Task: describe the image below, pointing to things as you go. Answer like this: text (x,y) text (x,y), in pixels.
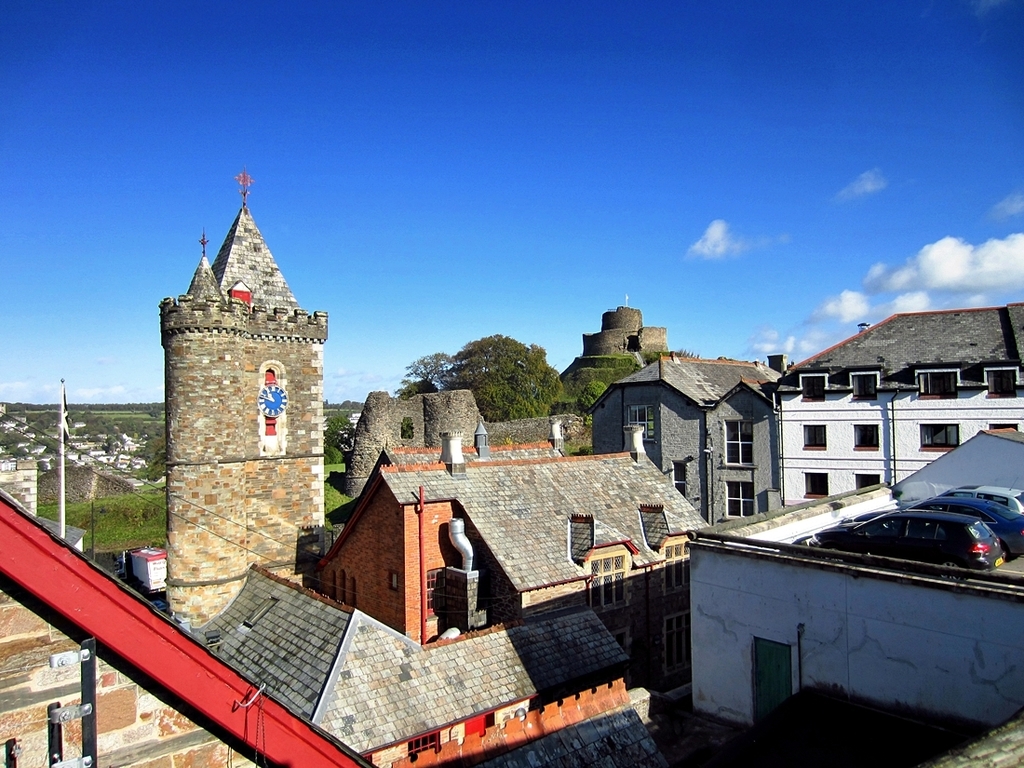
In this image we can see houses (397,497), trees (405,376), grass (164,522) and in the background (545,159) we can see the sky (443,154).
